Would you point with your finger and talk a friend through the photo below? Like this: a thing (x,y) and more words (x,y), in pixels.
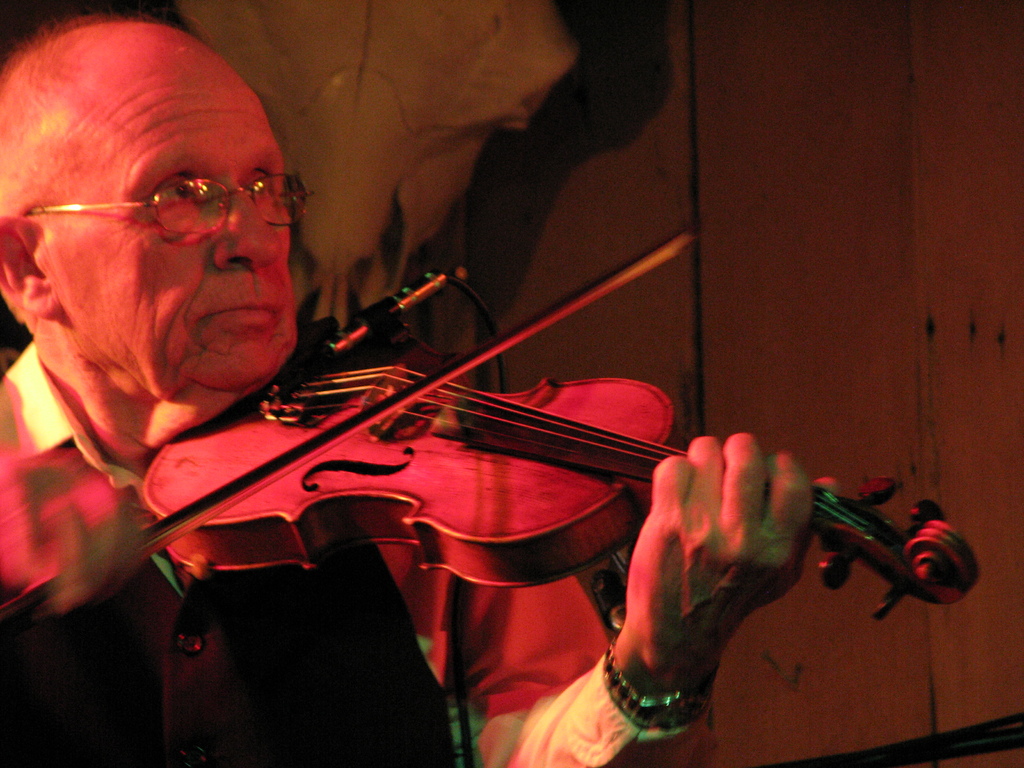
In this image I can see a man (198,403) is playing violin (527,512) in his hand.
